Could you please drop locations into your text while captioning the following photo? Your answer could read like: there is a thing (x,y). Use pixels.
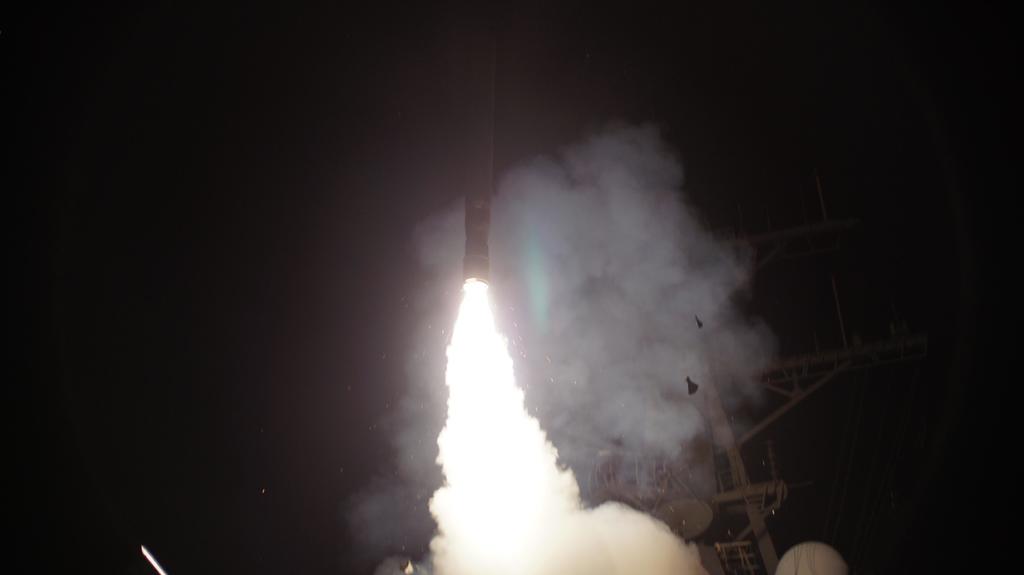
In this image it looks like a rocket (484,209) with fire (540,513). And at the side there is an object (745,535). And there is a rod (761,534).
